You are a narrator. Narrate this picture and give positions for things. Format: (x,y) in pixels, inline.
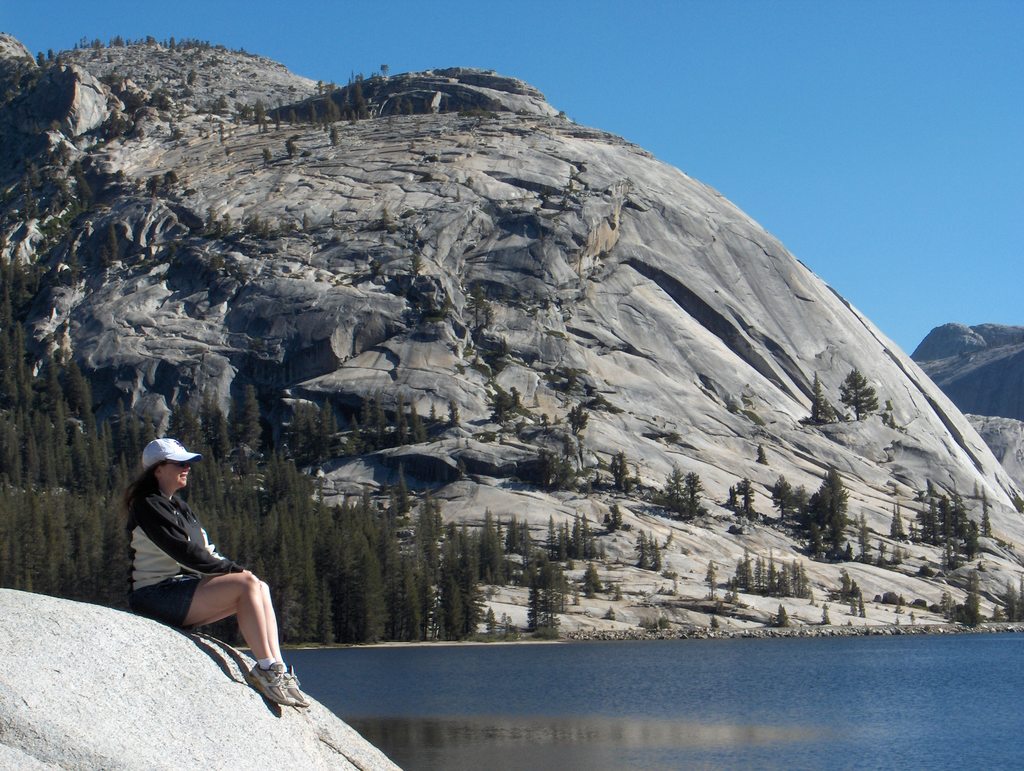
In the image we can see a woman (169,591) sitting, wearing clothes (170,580), shoes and a cap (169,451). Here we can see mountains (581,316), trees (866,400), water (597,641) and the sky (759,168).
